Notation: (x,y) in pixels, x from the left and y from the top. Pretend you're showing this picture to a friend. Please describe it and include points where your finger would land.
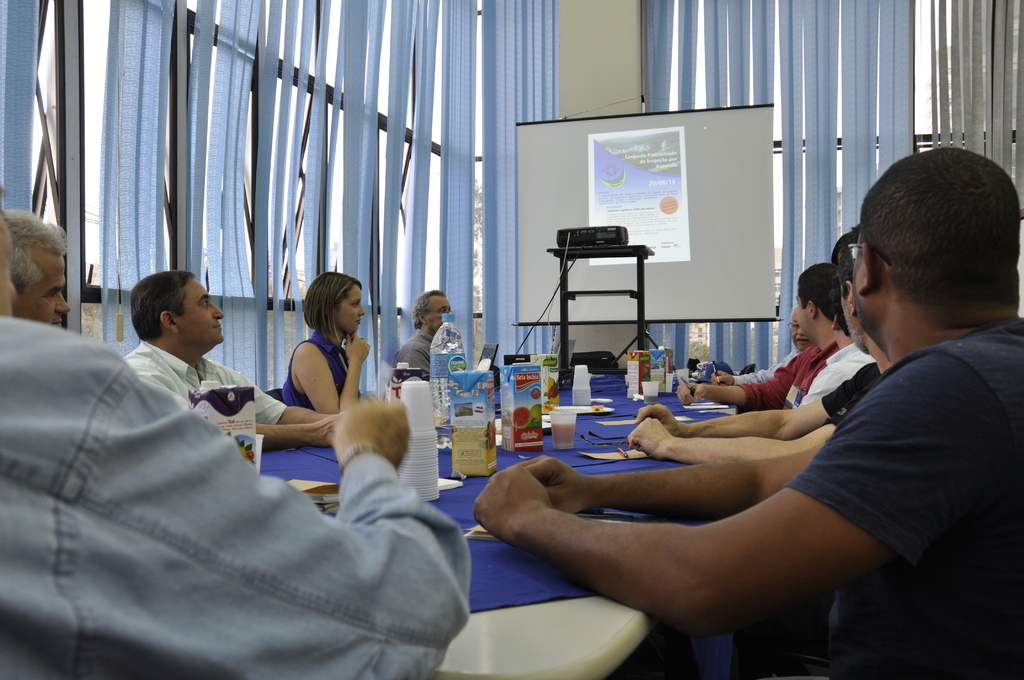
On the right (850,511) there are five man (857,475) sitting. In the middle (667,270) there is a projector screen (683,207), table (638,308) and projector (600,235). In the middle (555,452) there is a table (488,646) on that there are many items (529,450). On the left (328,339) there is a woman (334,338) her hair (331,314) is short. In the background (327,162) there is pillar (593,65), window (368,47) and curtains (857,94).
